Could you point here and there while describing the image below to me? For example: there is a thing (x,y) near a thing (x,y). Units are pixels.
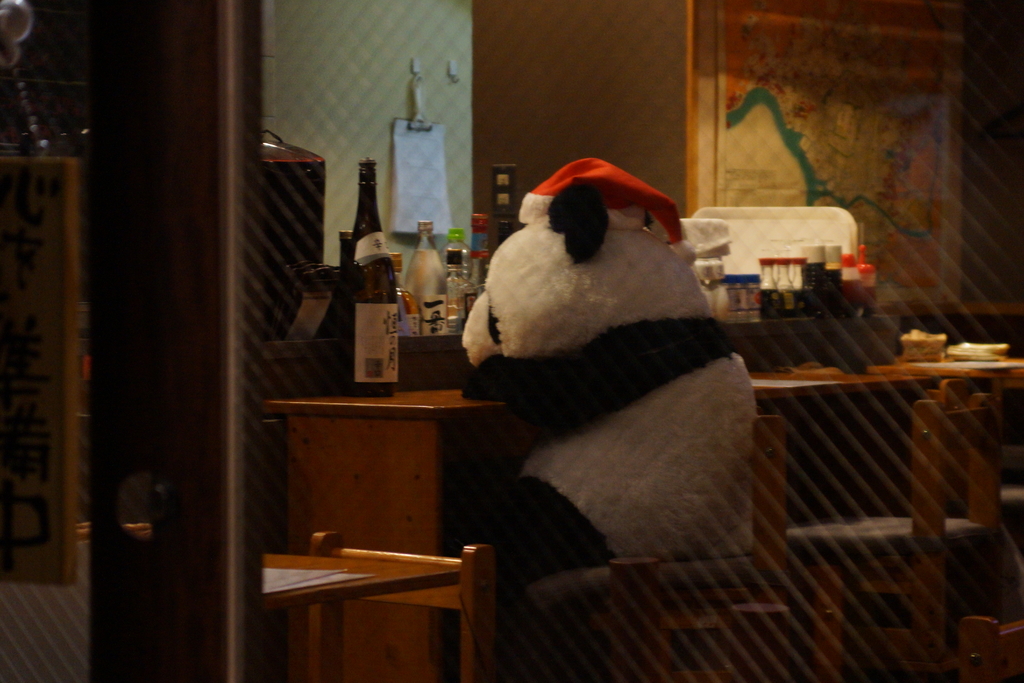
The image is taken in the room (551,446). In the center of the image (535,346) there is a panda toy (677,551) sitting on the chair (666,627). There is a table (356,442). We can see bottles (419,300), cups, glasses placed on the table (952,365). In the background (593,71) there is a wall (447,130).
